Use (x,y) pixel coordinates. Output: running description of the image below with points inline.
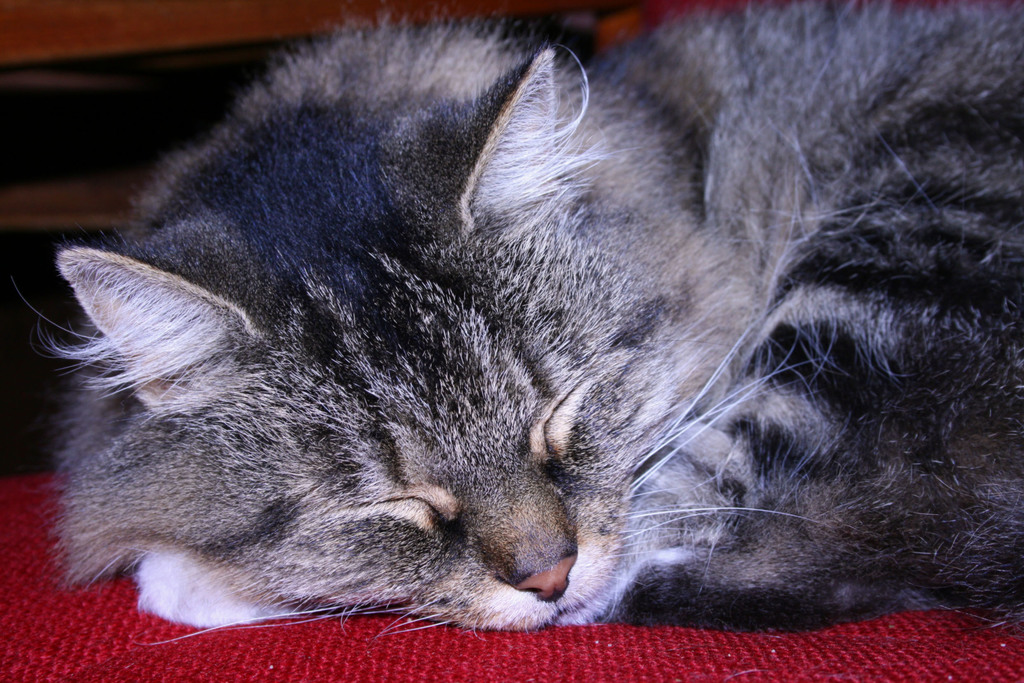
In this image I can see a cat (729,445) sleeping on the red color mat (791,665). The cat (577,375) is in black and white color.
